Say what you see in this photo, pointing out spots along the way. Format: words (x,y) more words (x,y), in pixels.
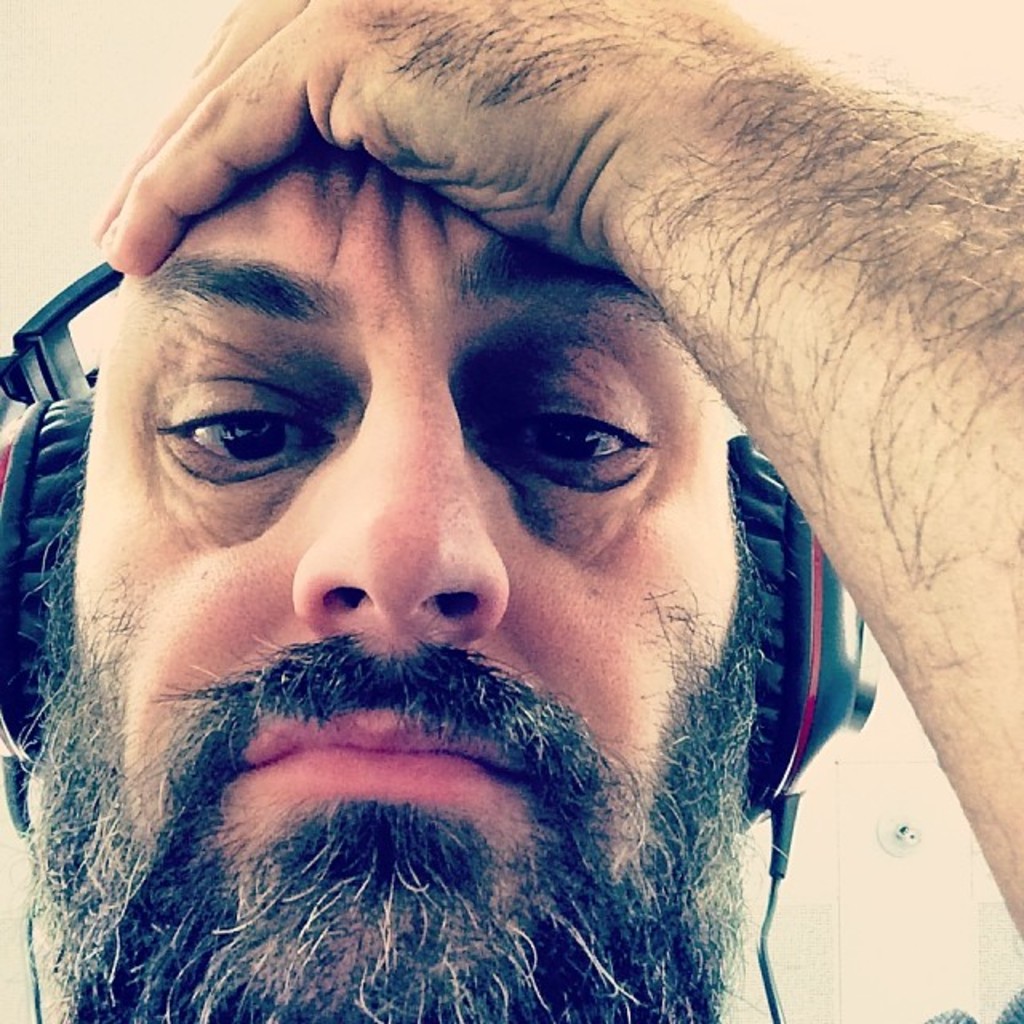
In this picture I can see a man's face (462,438) and I see that he is wearing a headphone (55,336).
